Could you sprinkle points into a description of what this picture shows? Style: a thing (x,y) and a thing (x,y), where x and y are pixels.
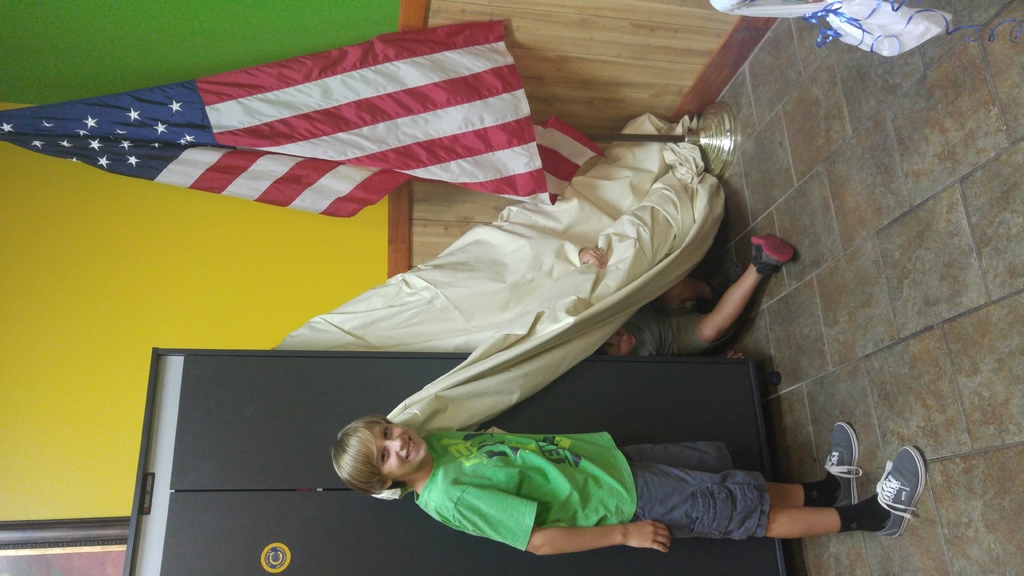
In this image, we can see a person (571,490) standing and there is an other person (669,322) hiding behind a curtain (611,284) and we can see a flag (380,106), a cupboard (189,460) and there is a frame (63,532) on the wall (127,318) and we can see a cover (869,25) and some ribbons (820,27). At the bottom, there is a floor (892,272).
